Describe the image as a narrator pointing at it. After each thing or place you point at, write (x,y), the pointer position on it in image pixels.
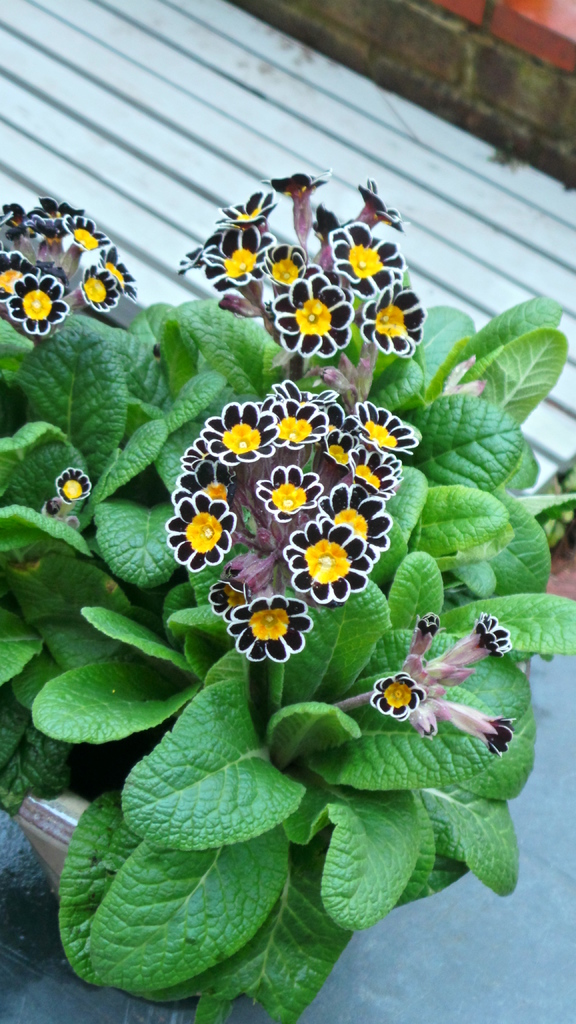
In this picture we can see a plant (247,524) and flowers (233,430) in the front (31,251), in the background (403,78) there is a brick wall (508,54).
